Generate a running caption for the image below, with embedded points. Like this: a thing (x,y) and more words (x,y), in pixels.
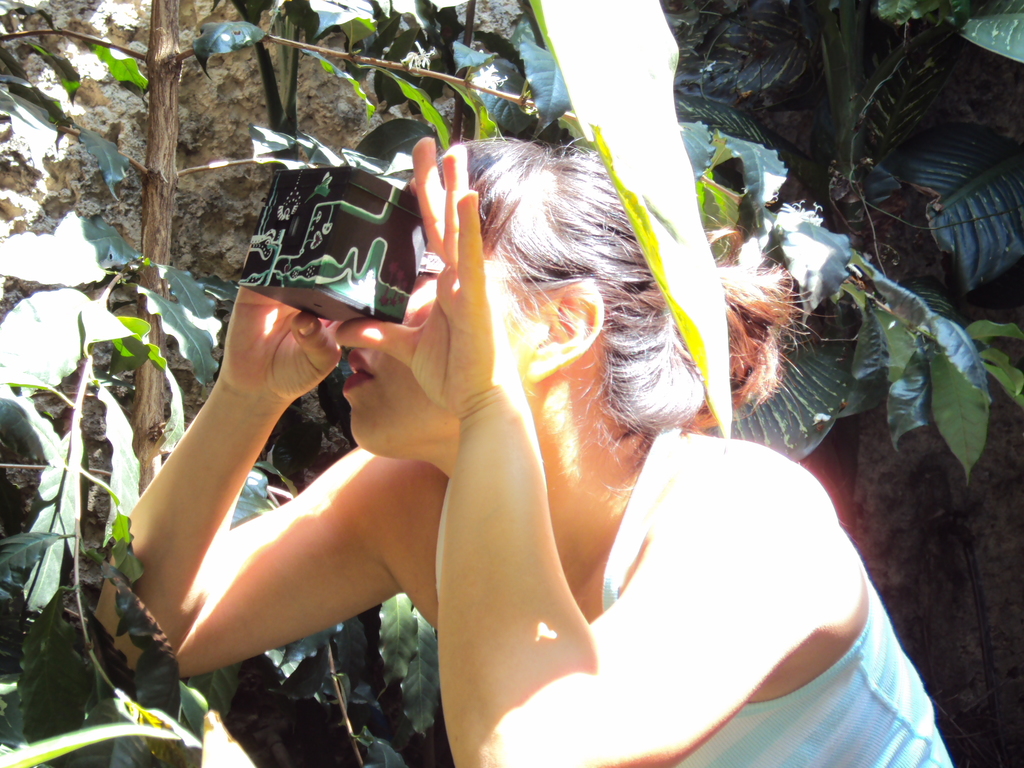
In this picture we can see a woman (482,353) holding a box (314,253) with her hands (268,332) and in the background (356,58) we can see rocks (246,104), trees (154,134).
